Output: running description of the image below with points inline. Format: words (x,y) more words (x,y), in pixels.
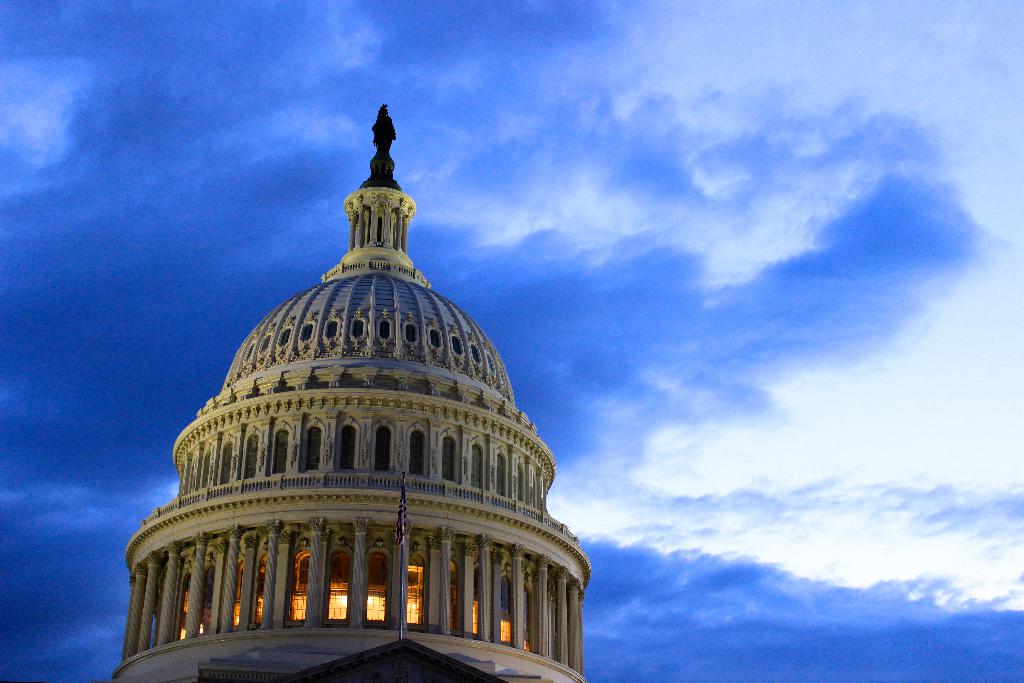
In the image there is a building (483,629) with pillars (443,563), walls (426,557), arches (377,572) and railings (352,269). In front of the building (345,446) there is a pole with flag (403,508). In the background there is a sky (718,373) with clouds (69,505). At the bottom of the image (309,676) there is a roof (368,666).
